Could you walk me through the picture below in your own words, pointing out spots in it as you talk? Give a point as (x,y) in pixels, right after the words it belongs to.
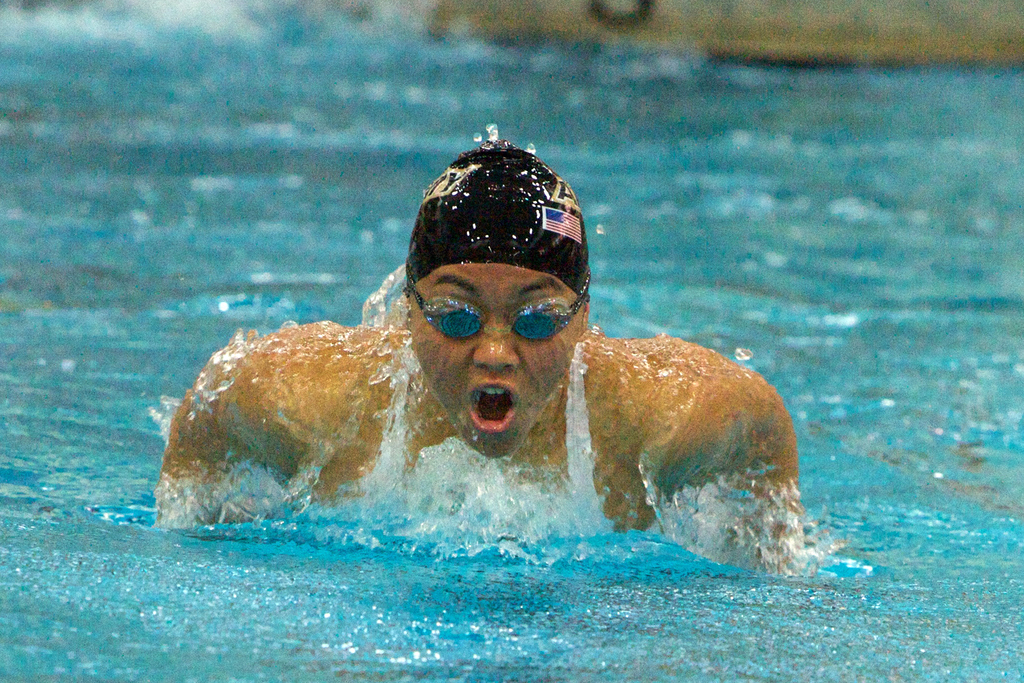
In this picture we can see a person (488,337) with the goggles (421,297) and the person (509,352) is swimming in the water (439,458).
